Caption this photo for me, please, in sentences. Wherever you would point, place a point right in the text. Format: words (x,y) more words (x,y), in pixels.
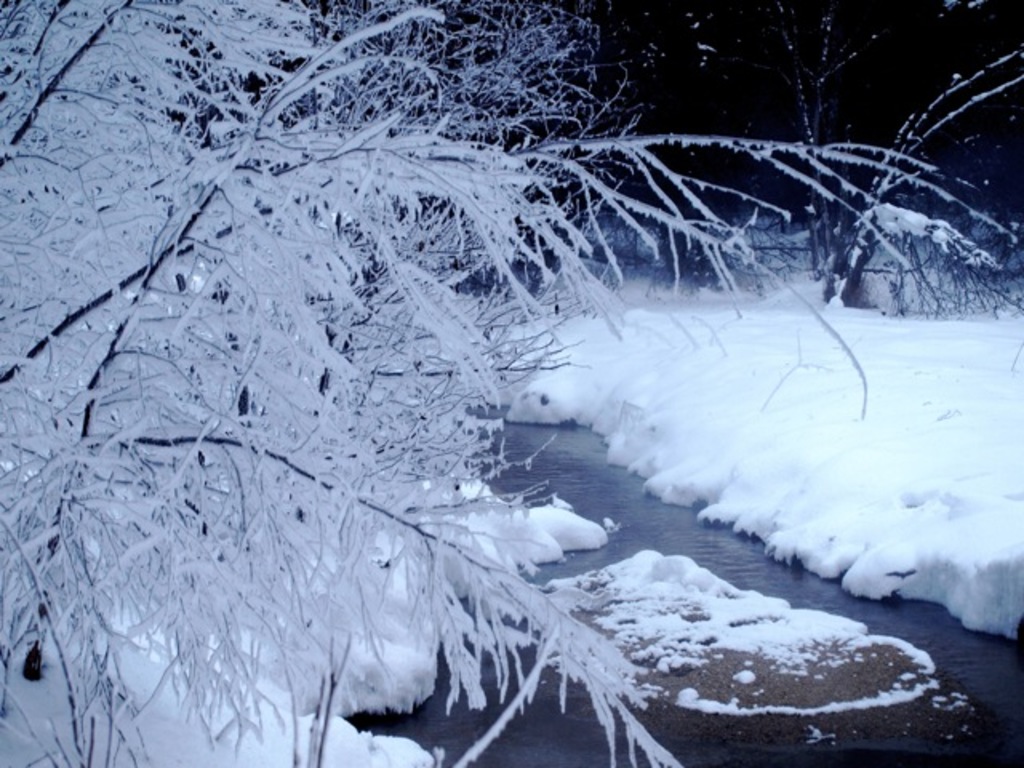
In the image in the center (594,405), we can see trees (245,376), water (672,525) and snow (592,394).
